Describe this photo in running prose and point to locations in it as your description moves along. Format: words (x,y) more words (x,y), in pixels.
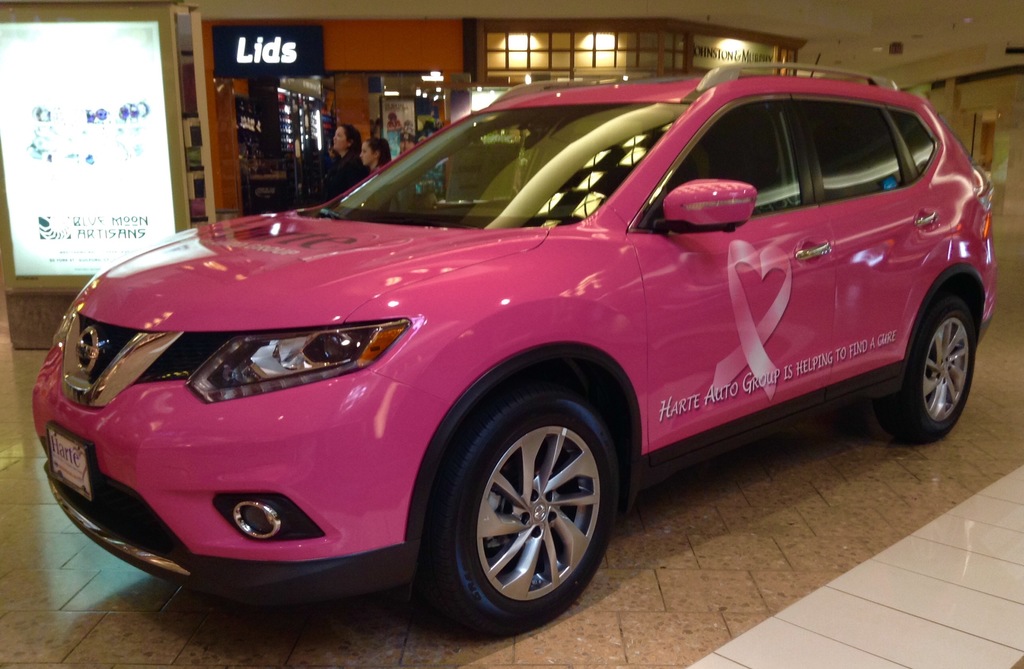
This image consists of a car (698,280) in pink color. At the bottom (729,565), there is a floor (700,628). In the background (172,216), there is a board (122,118). And there are two people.
